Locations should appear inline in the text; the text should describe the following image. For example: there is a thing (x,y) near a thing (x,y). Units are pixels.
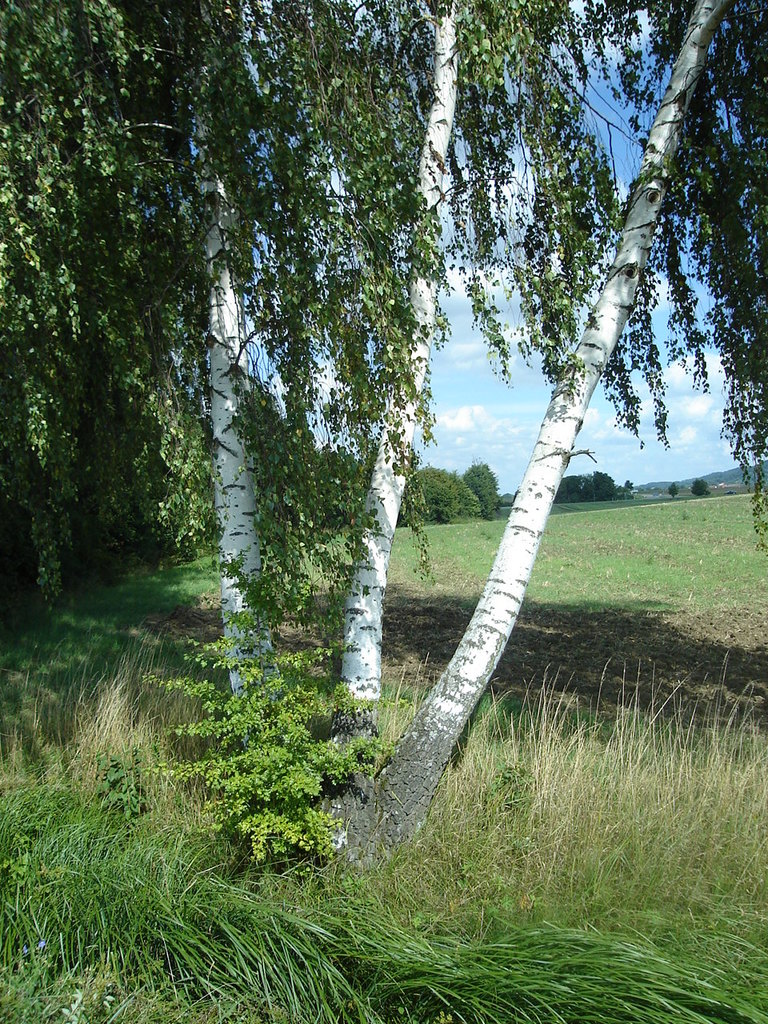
In this image we can see the trees (544,483). And bottom side and surrounding places (435,902) are covered with grass (623,918). And Clouds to the sky (437,411).
